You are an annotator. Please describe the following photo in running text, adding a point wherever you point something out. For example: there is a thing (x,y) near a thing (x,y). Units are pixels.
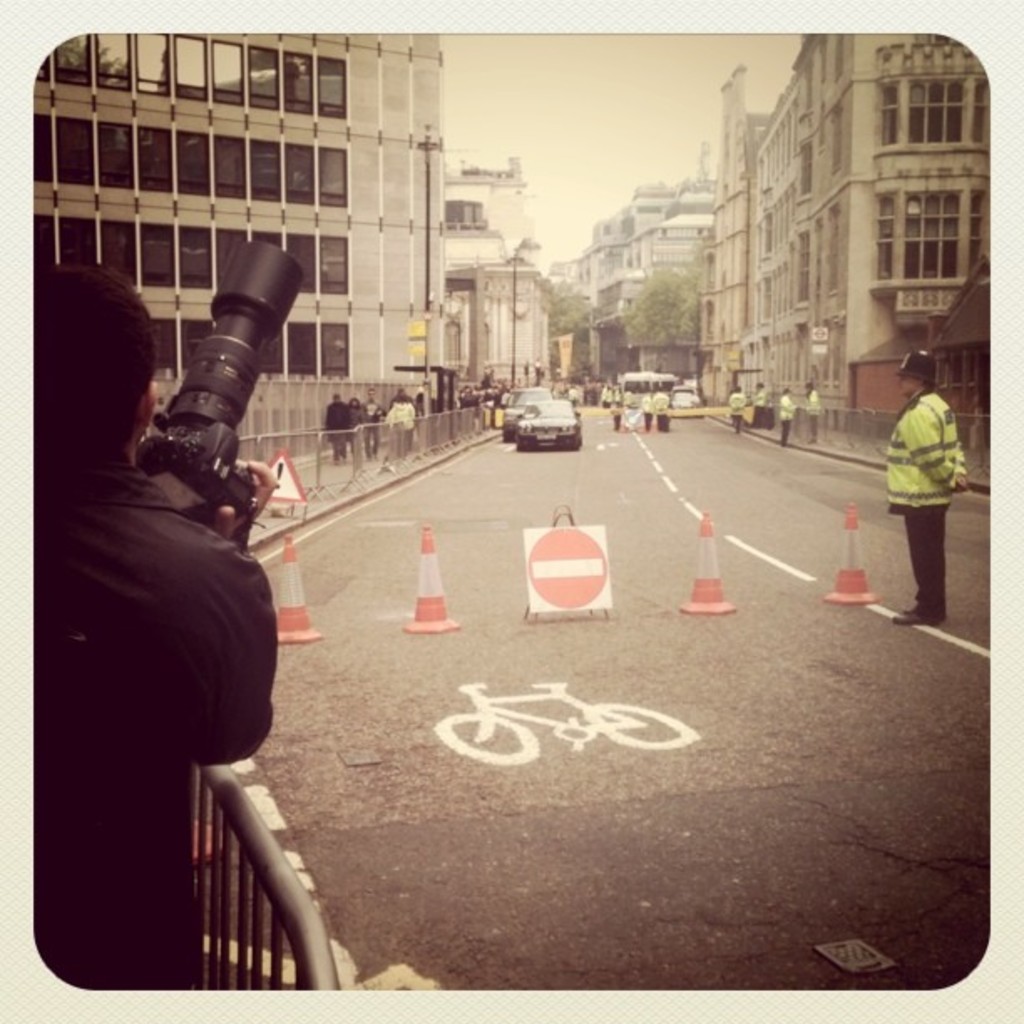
In this image I can see the person (190,660) standing and holding the camera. In the background (535,284) I can see few other persons (926,548) standing, few vehicles (513,423) on the road (497,441), few light poles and I can see few buildings (379,228) in white and brown color, trees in green color and the sky (624,125) is in white color.
